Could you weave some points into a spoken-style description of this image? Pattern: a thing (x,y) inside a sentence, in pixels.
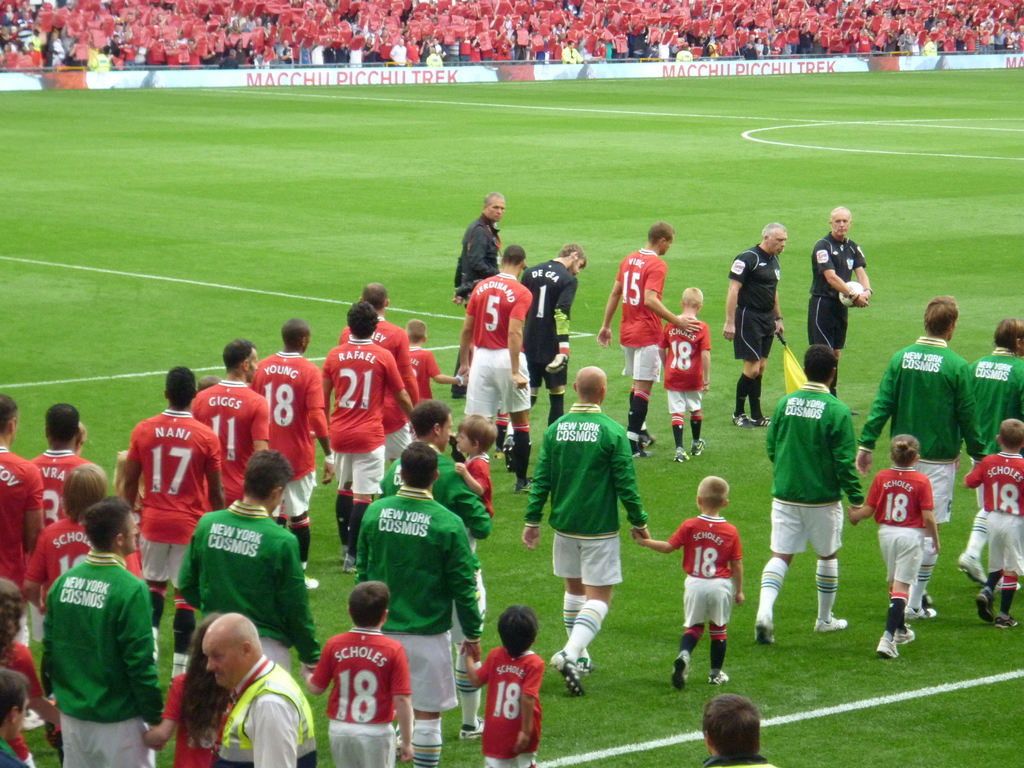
In this picture we can see few people (460,475) on the ground (503,516) and in the background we can see an advertisement board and a group of people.
